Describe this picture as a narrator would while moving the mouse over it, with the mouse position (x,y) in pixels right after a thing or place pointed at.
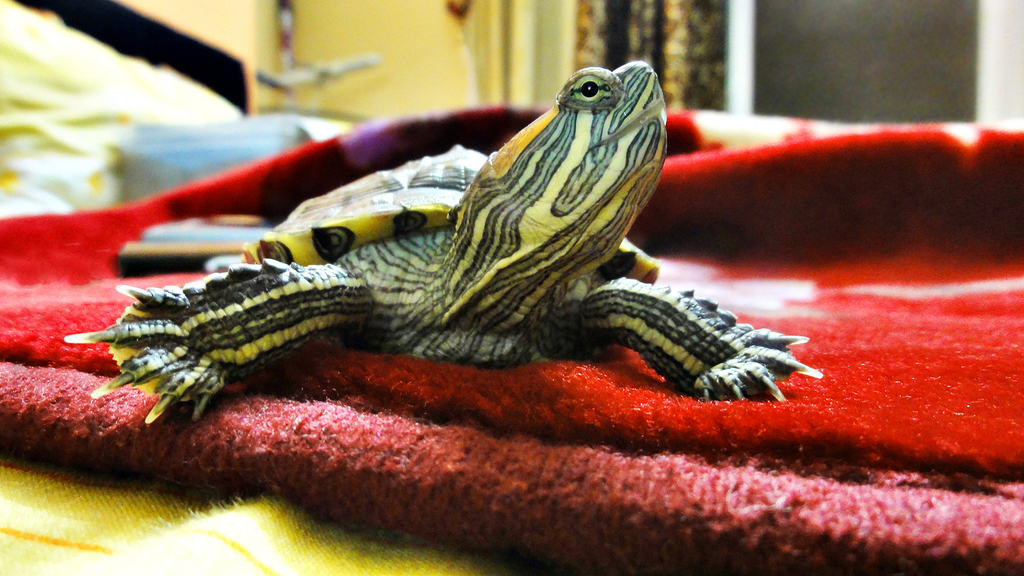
In this image we can see a tortoise (313,229) on a cloth (449,437). In the background (383,44) it is blur.
